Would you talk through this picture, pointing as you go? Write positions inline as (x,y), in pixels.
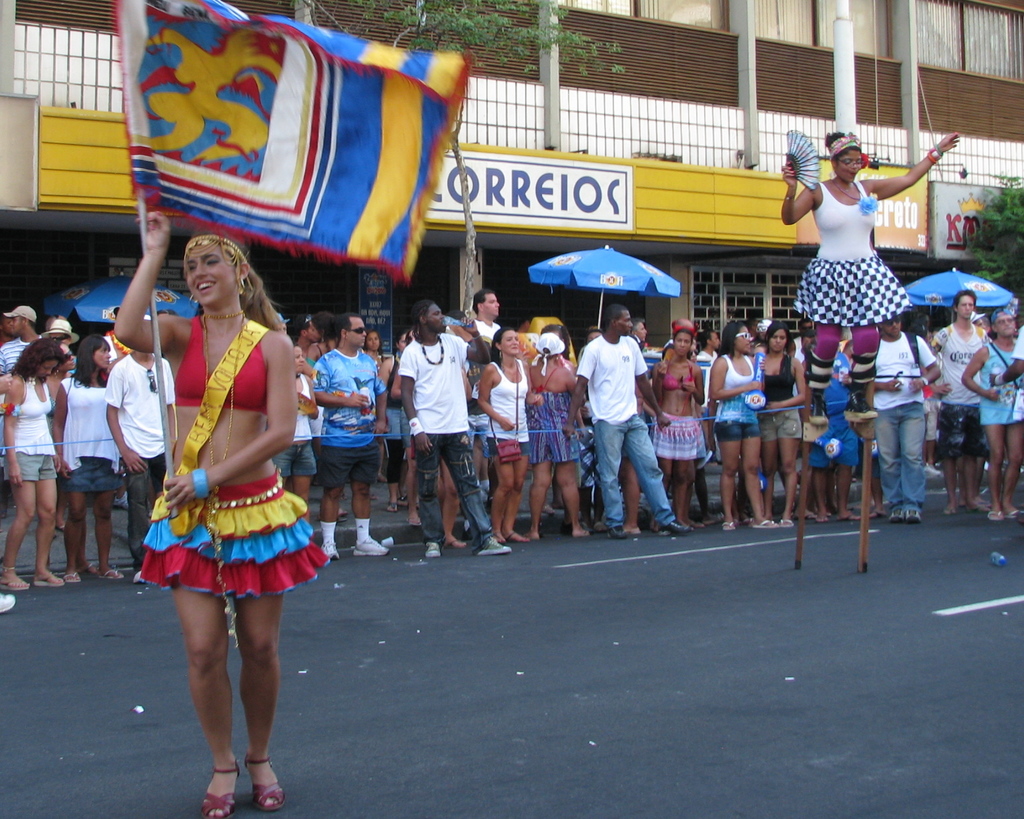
This is an outside view. On the left side (222,652) there is a woman (213,454) standing on the road (322,808), smiling and holding a flag (172,199) in the hands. On the right side (834,355) there is another woman (854,290) walking in the stilts (870,487). In the background (357,368) there are many people (438,367) standing and looking at this woman (842,283). In the background (687,123) there is a building (528,174) and a tree (994,209).
